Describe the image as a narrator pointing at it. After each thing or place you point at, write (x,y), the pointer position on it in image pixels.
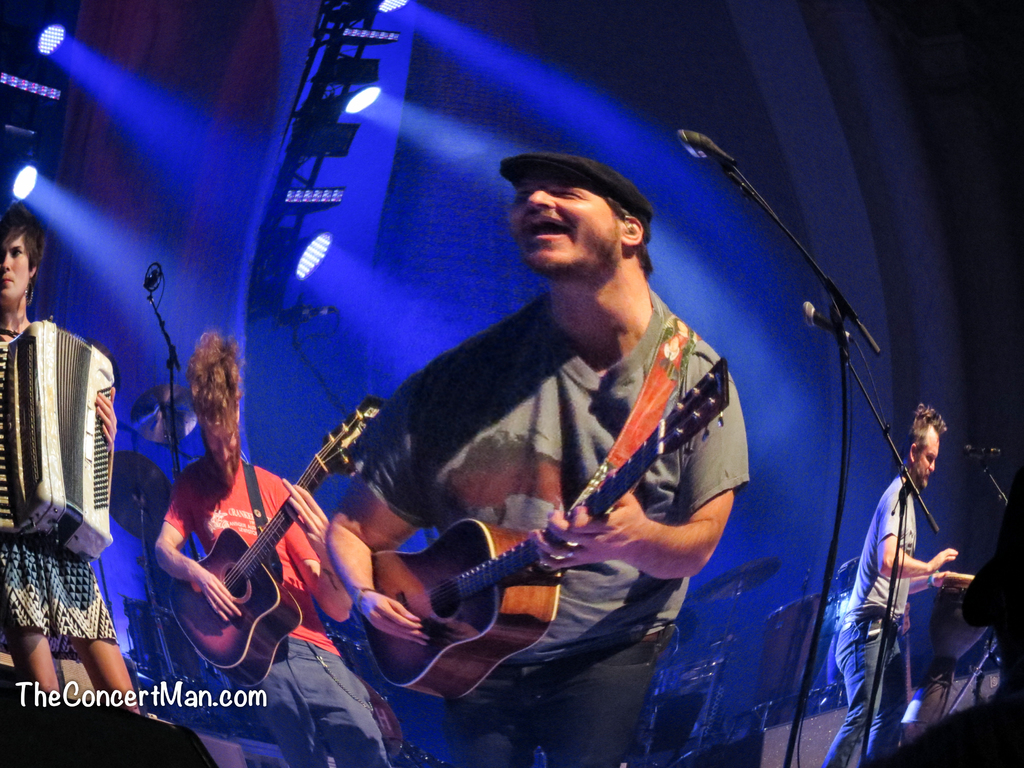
In this picture there are group of people (185,485), they are singing on the stage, there is a lady (70,559) who is standing at the left side of the image (70,377) she is playing the accordion (103,485), the boy (921,407) who is standing at the right side of the image (909,552) he is playing the drum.
